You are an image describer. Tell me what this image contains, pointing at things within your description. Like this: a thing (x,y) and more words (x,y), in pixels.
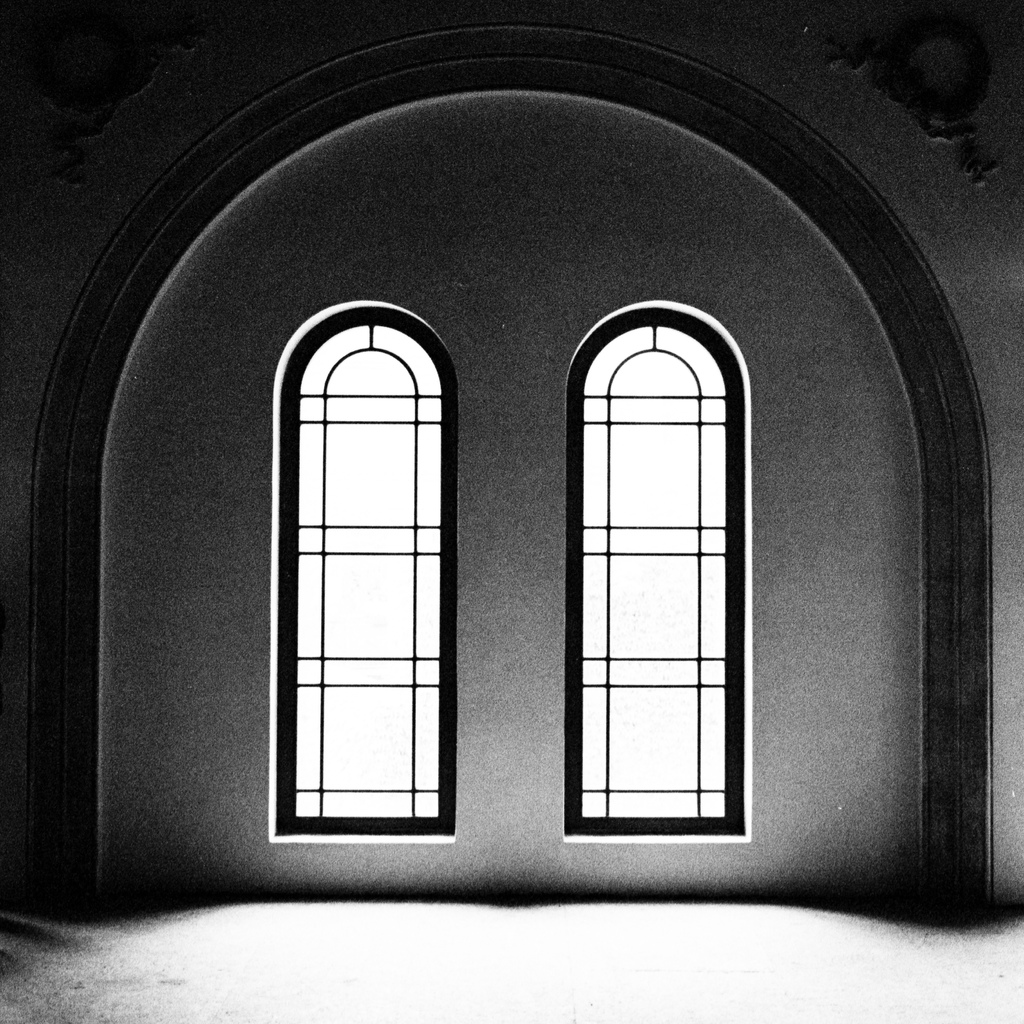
This image is taken in the building (1014,501). In the center of the image (594,632) we can see windows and there is a wall (586,218).
